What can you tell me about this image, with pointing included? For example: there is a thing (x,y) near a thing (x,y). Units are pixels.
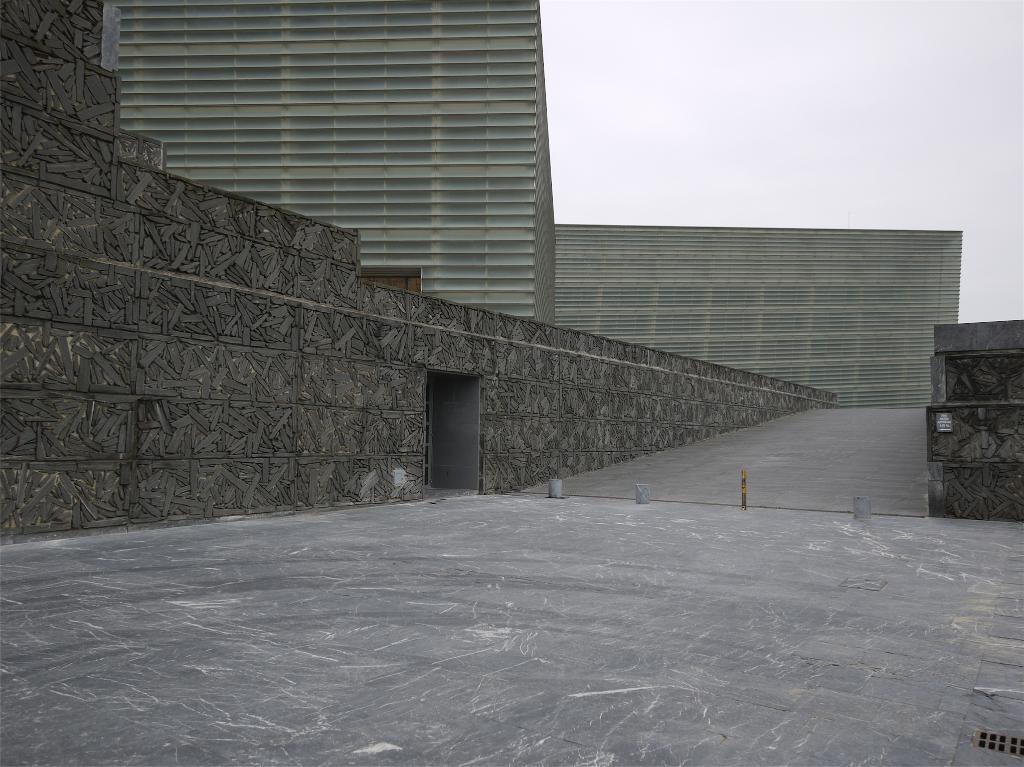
In this image I can see the road (456,616). To the side of the road (524,725) I can see the wall (232,378) and the building (577,228). In the background (785,119) I can see the sky (832,144).
